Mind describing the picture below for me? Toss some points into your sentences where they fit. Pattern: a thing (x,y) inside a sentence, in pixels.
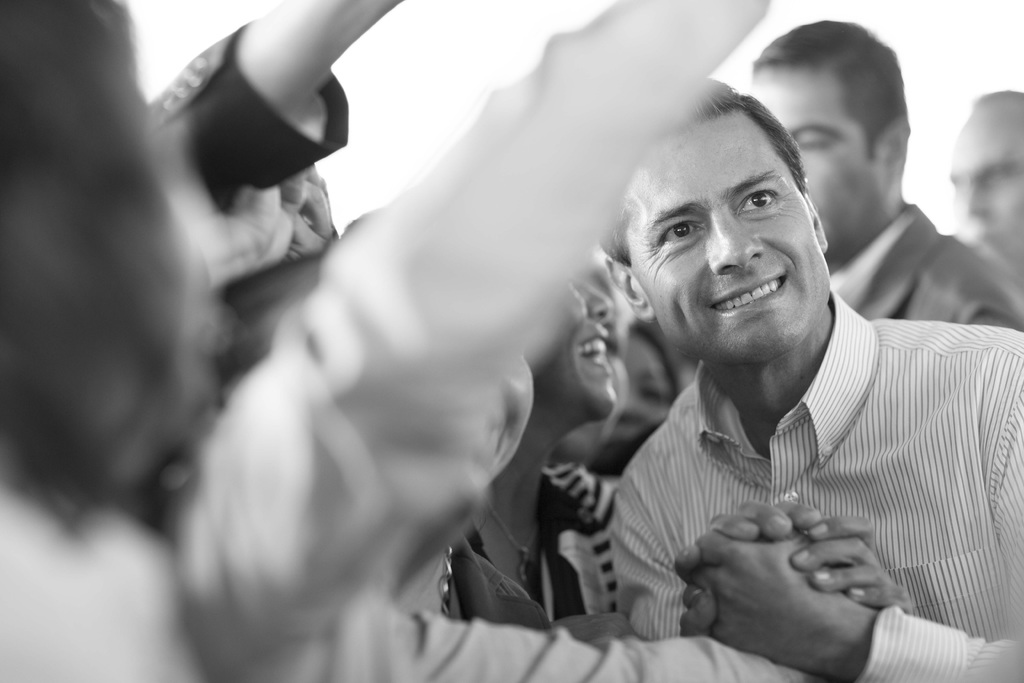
This is a black and white image. Here I can see few people (616,341) are smiling. It seems like they are taking a selfie.
